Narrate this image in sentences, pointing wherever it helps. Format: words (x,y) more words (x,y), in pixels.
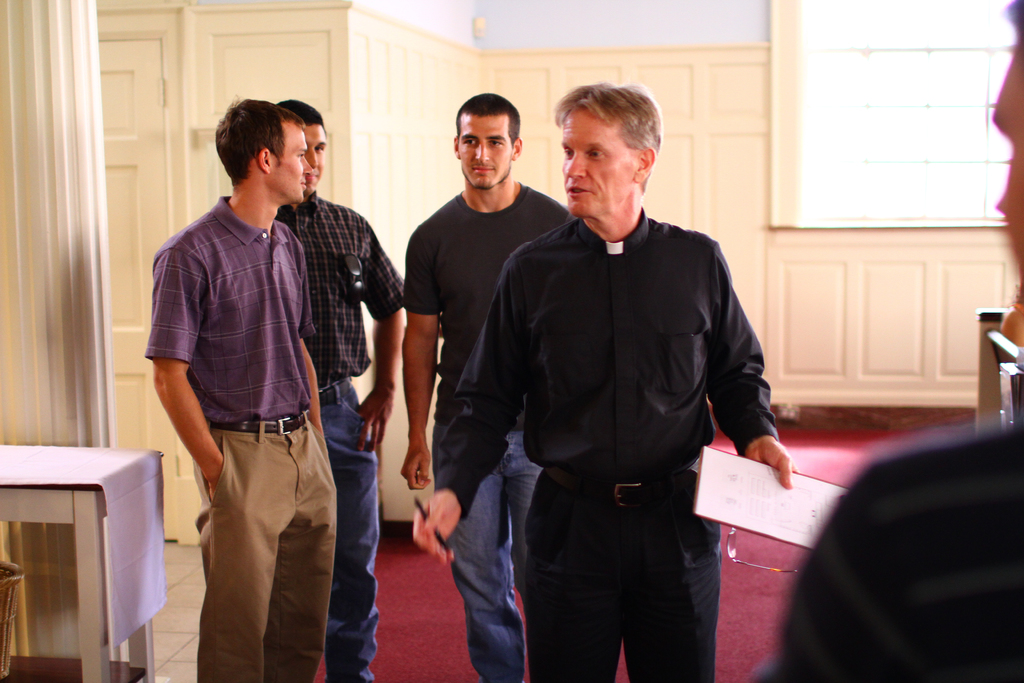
In this image we can see group of people (598,491) standing on the floor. One person (527,433) is holding a paper (793,510) and spectacles (732,533) in hand (773,448) and in other hand (429,510) he is holding a pen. In the background (833,102) we can see a person (319,232) keeping goggles (356,293) in his pocket (343,289), a table (121,471) with cloth (88,468) placed on it and the window (877,112).
